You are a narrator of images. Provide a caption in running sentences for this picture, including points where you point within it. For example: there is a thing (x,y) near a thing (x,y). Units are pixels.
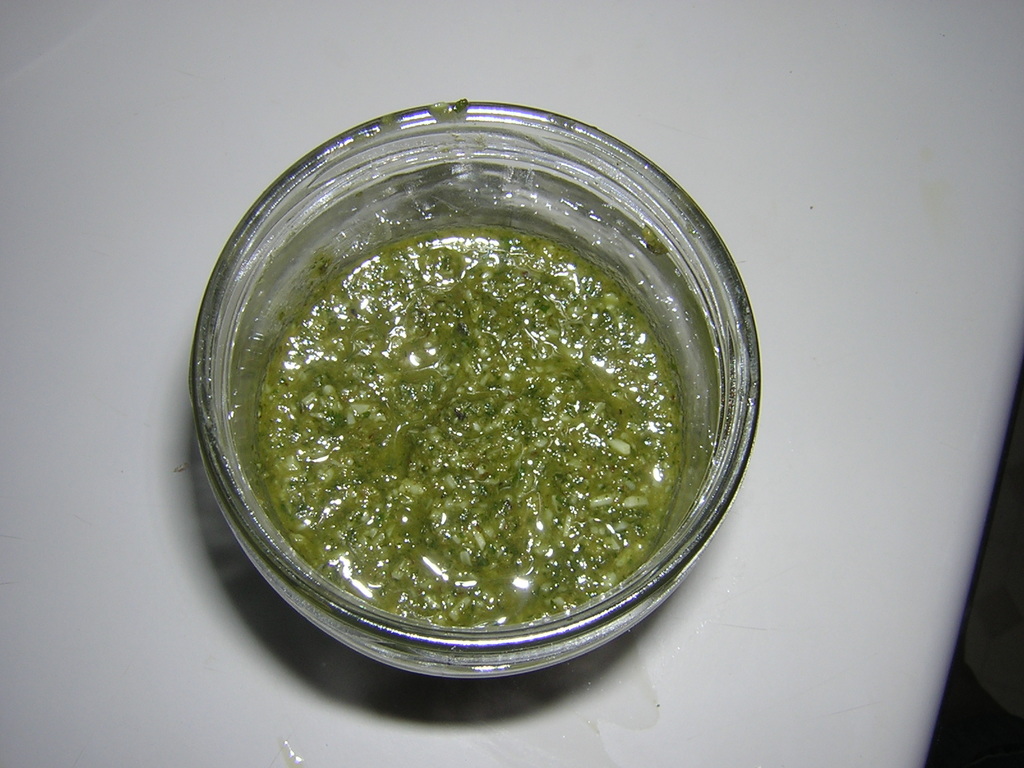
In the image we can see the white color surface (822,268), on it there is a glass bowl (441,144). In the bowl (343,170) there is a green color chutney (400,456).
